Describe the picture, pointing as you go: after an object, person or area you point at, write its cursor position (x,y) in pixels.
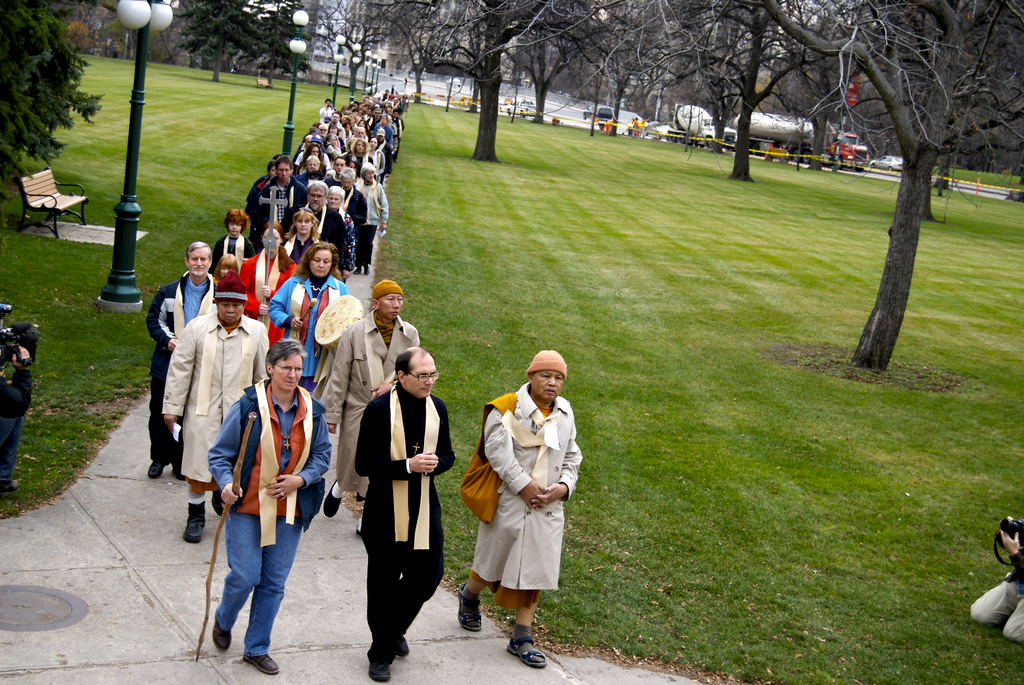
In this image, we can see a group of people (397,517) are on the walkway (317,662). Few people (307,279) are holding some objects (473,477). On the right side (1020,506) and left side of the image (94,417), we can see the grass (53,431) and people (1,443) holding cameras (38,336). In the background (900,220), there are light poles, benches (45,189), trees (31,157), plants (13,155), vehicles (734,128) and few objects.
